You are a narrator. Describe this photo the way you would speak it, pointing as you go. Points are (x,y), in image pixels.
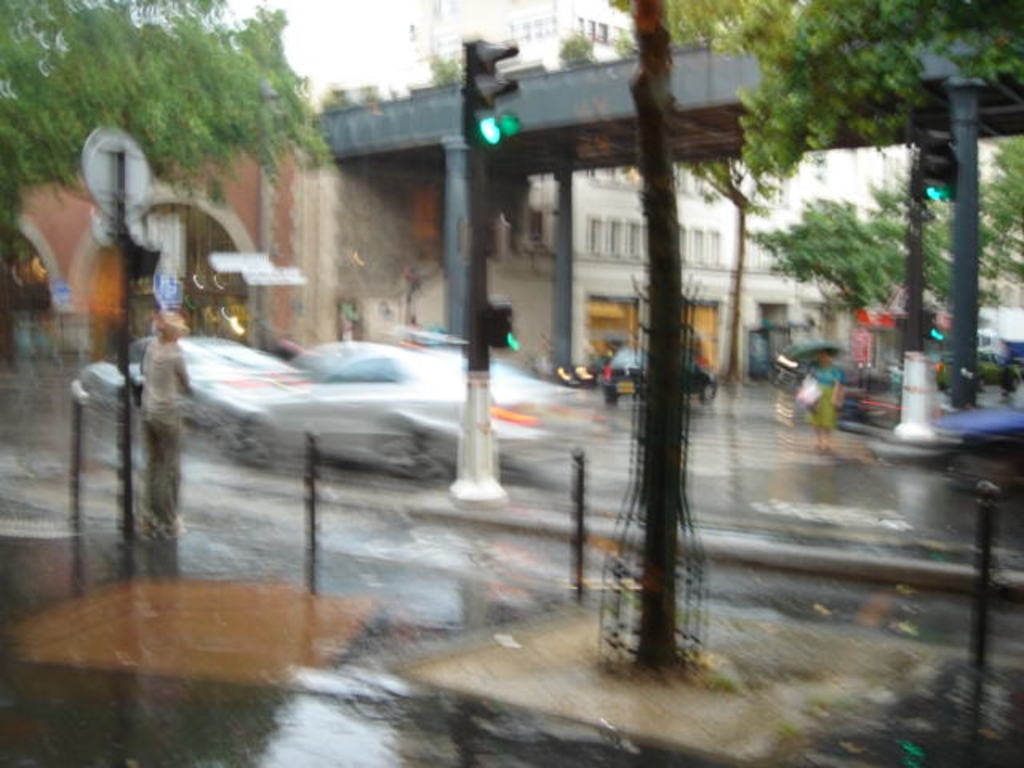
There is a person (164,326) standing on the road (191,560) on which, there are poles (122,313), there is water (191,609) and there are vehicles (258,355). In the background (747,86), there is a bridge (525,82), there are trees (177,47), buildings (804,178) and there is sky (329,46).
